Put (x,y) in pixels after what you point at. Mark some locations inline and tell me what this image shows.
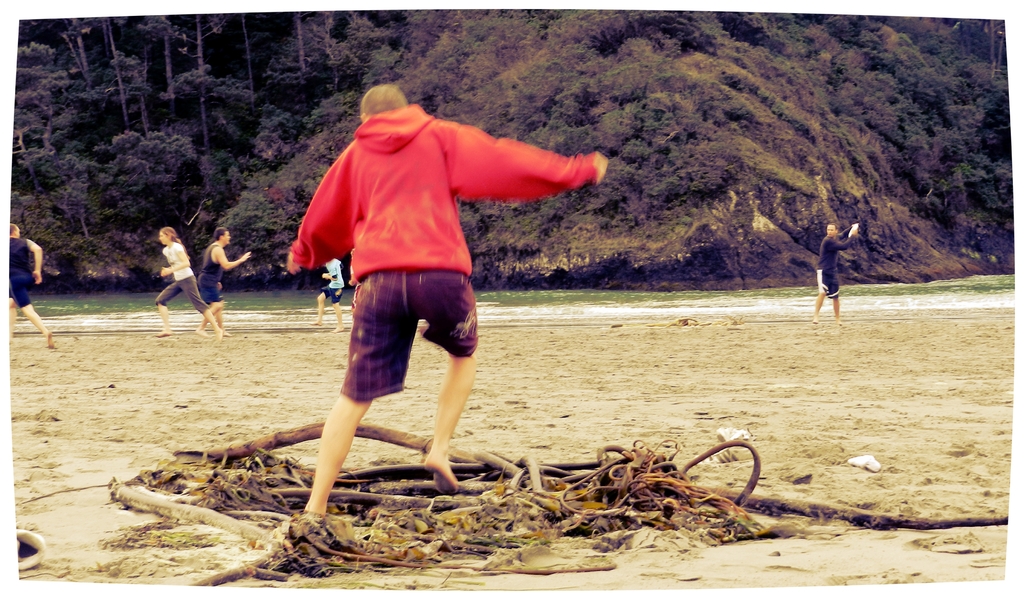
In the image few people (25,245) are standing and running. Behind them there is water (901,299) and there are some trees (1001,105) and hills (499,49).
